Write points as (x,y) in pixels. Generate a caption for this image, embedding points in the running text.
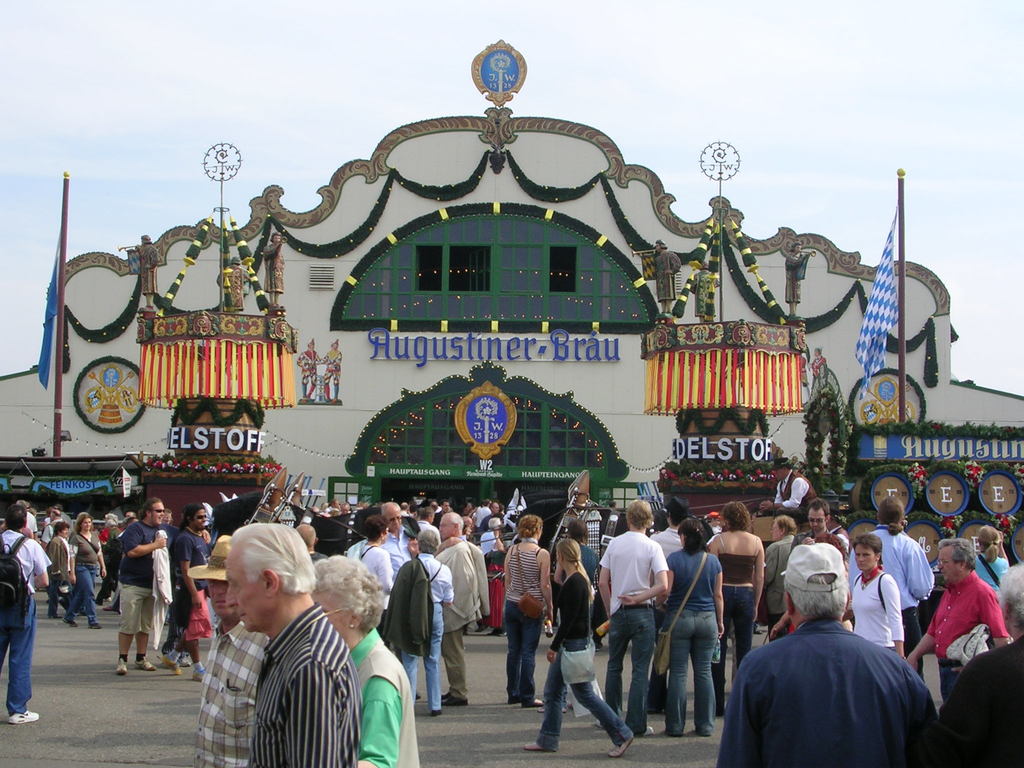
In this image there are people (707,572) standing on a floor (197,721), in the background (160,355) there is a building (592,358) and flagpoles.
